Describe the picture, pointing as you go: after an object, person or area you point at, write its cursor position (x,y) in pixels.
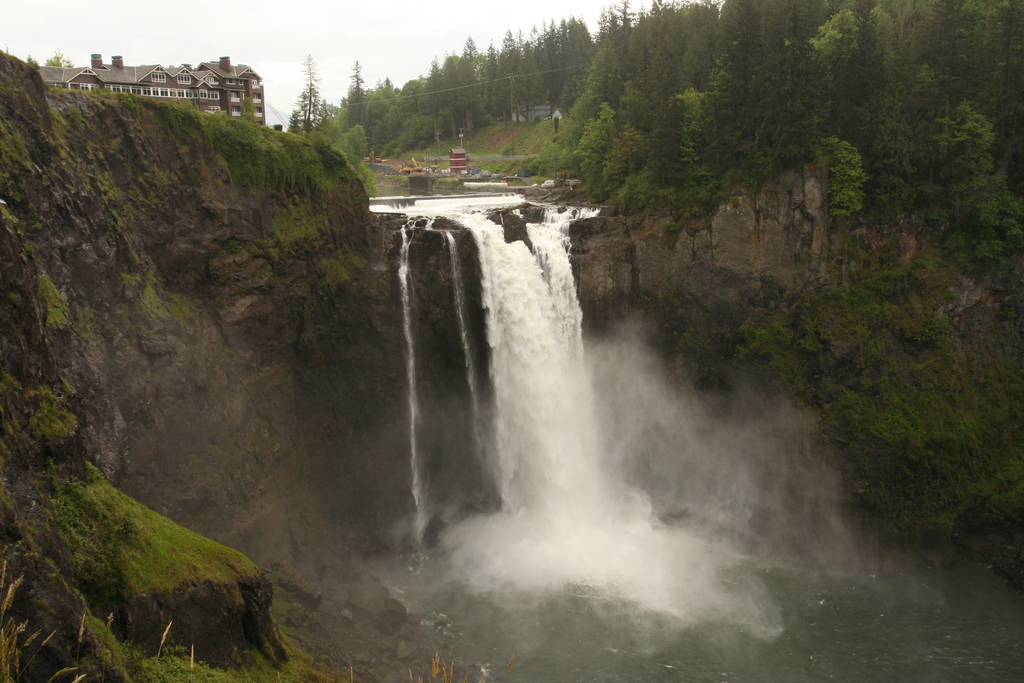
In this picture I can see a waterfall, there are buildings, there are trees (694,83), hills (231,307), and in the background (153,36) there is the sky (302,22).
